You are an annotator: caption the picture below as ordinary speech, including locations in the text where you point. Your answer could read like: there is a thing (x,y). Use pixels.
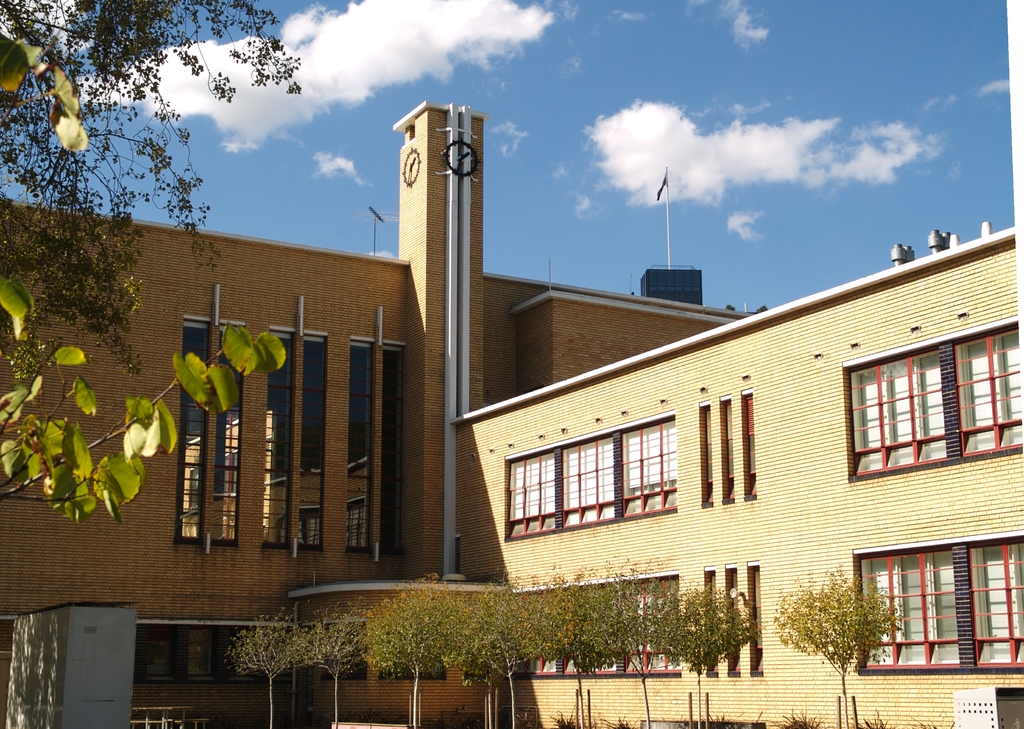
In this image we can see the front view of a building (551,442), there are trees (512,610) in front of the building (584,314) and there is a flag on top of the building (441,287).
